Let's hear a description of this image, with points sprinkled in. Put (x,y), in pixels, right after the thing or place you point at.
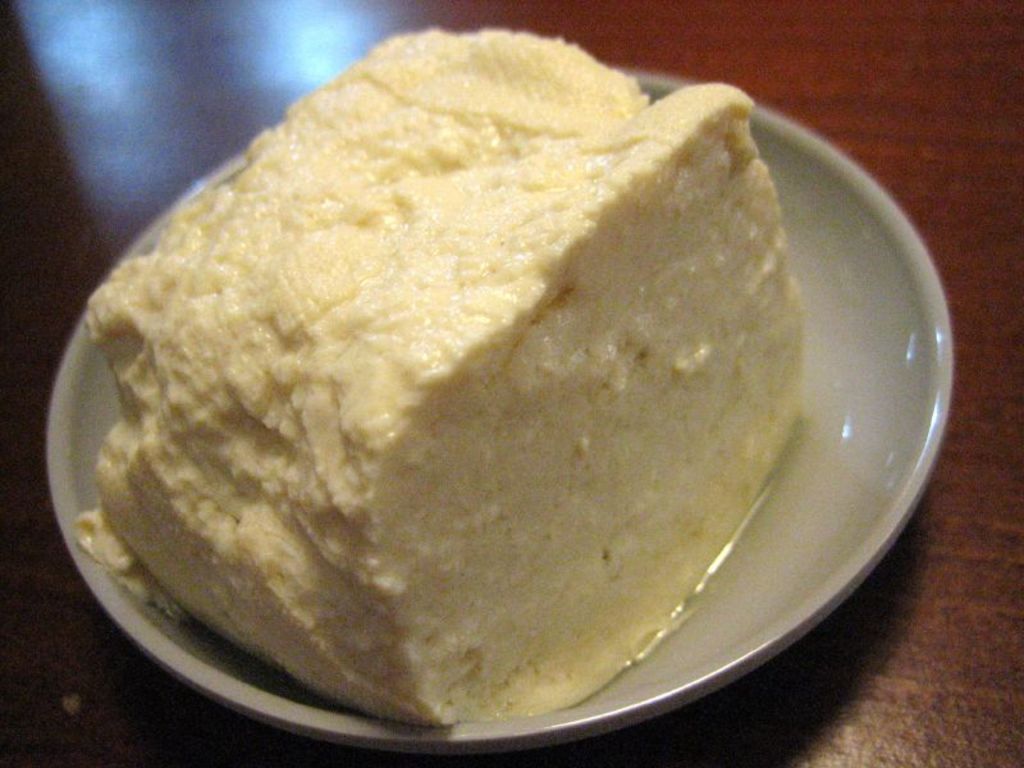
In this picture we can see food item (409,528) in a plate (714,656) on the wooden surface (875,679).
